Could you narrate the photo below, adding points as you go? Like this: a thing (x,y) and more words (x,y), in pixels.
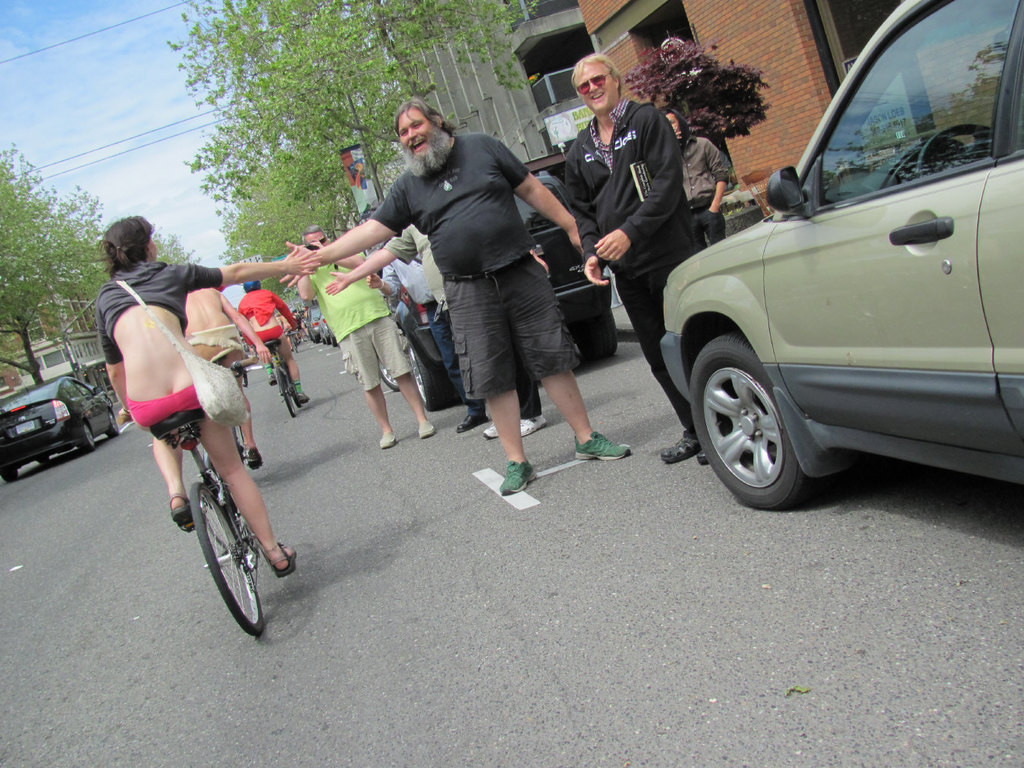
In the left middle (282,271) there are group of people (252,265) riding a bicycle (276,381). In the middle (528,403) there are group of people (511,403) standing. On the right side (728,438) a car (903,439) is there which is half visible. And on the left side (62,431) a car (65,447) is moving on the road (88,469). In the left top (64,192) and middle trees (310,155) are visible and a sky (136,98) visible of blue in color and buildings (765,34) are visible. This image is taken during day time on the road (475,604).
